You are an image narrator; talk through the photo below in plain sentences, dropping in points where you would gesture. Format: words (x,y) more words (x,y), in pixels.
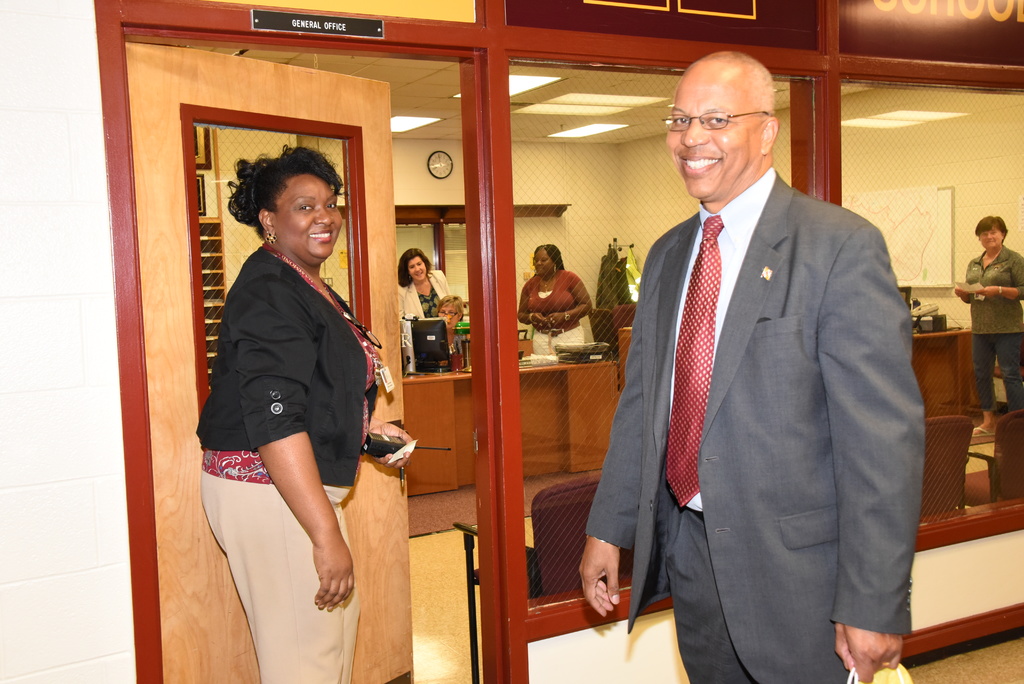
In the background (456,176) we can see a clock (447,152) on the wall (455,163). In this picture we can see lights (588,110), objects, ceiling (640,87), boards (925,217), tables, chairs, door (245,99), floor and people (1012,267). We can see a person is sitting and other people (695,501) are standing. On the right side of the picture (735,409) we can see a man (792,308) wearing a blazer (748,386), spectacles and he is holding an object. He is smiling. We can see a woman (331,446) standing, holding walkie talkie (374,442) and smiling.
